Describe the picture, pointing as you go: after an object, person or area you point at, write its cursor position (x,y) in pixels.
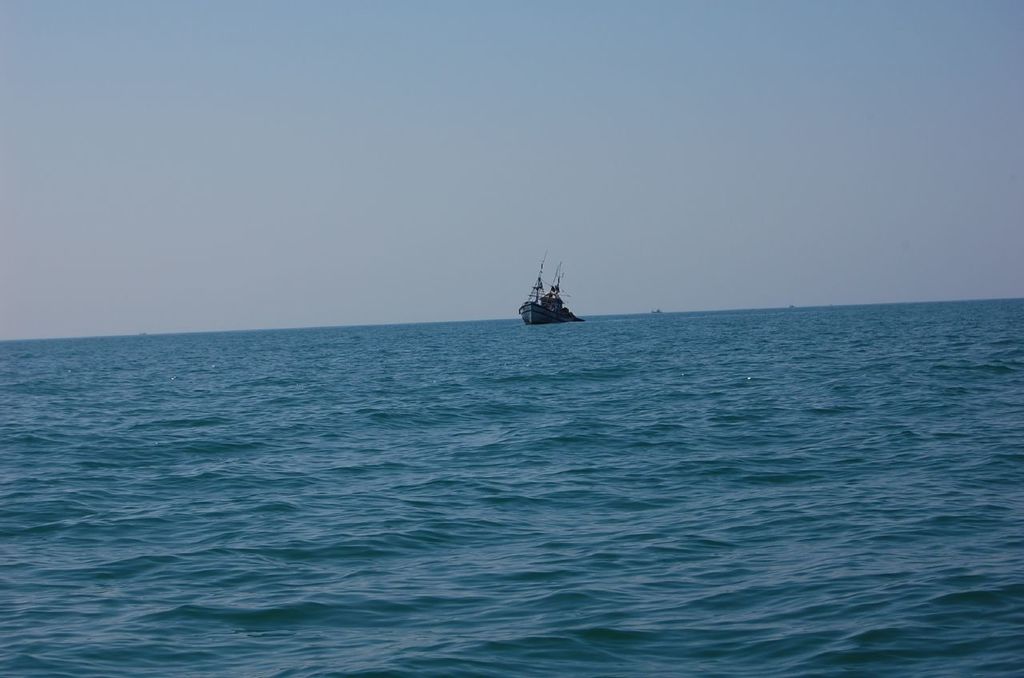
This picture is clicked outside the city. In the center (547,314) there is a boat (559,317) in the water body (550,366). In the background (673,100) there is a sky (26,286).
